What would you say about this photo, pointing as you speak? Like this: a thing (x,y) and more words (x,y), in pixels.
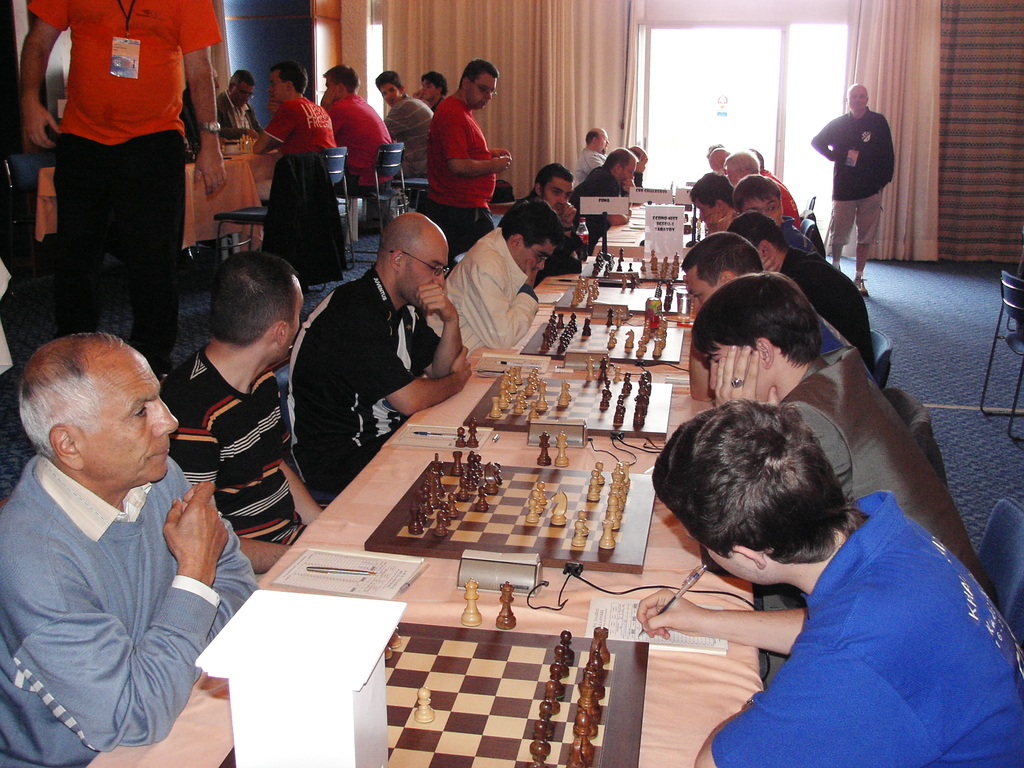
In this image there are some persons (497,343) sitting as we can see in middle of this image (354,310) and there are some chess boards (602,504) are kept on the tables (616,233) and there is one object (297,660) kept at bottom of this image (324,695) which is in white color, there are some persons (465,154) standing at left side of this image (176,195) and there is one person (851,177) standing at right side of this image (879,159) and there is one chair (998,320) at right side of this image (1010,306) and there are some other persons (364,148) are sitting at top left corner of this image (275,100) and there is a wall (310,50) in the background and there are some curtains (878,99) as we can see at top of this image (584,70) and there is a glass door (710,115) at top right of this image (718,93).
